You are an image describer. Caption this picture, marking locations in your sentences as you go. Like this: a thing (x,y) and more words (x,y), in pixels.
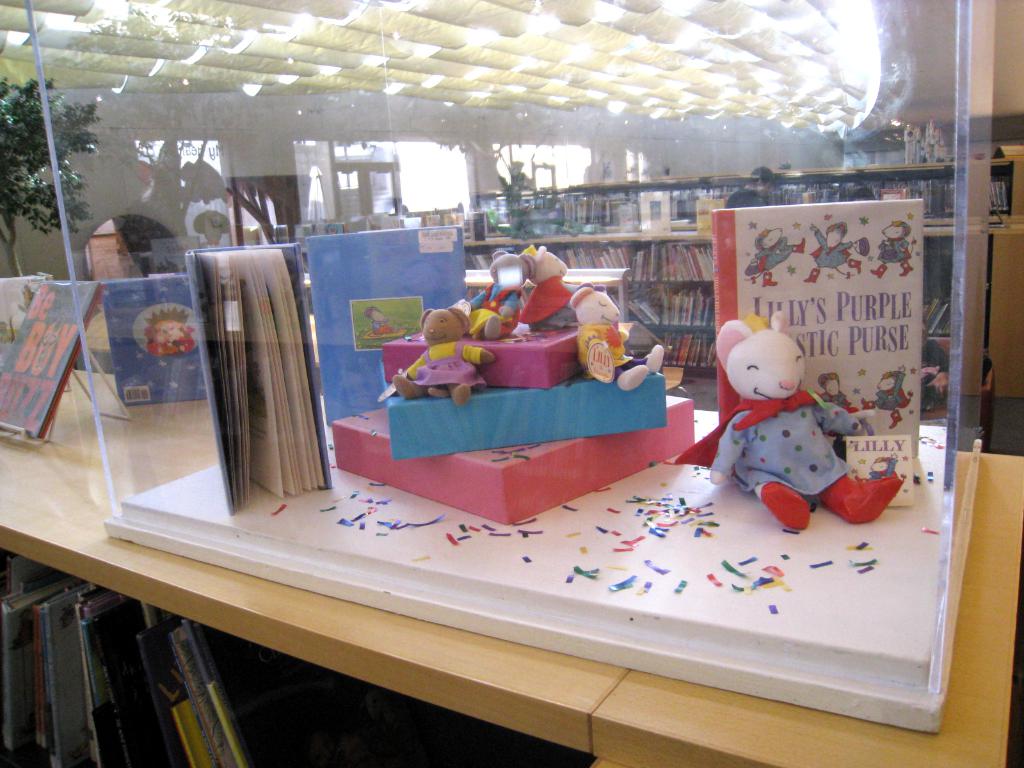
In the image there is a table (225,610) and books (12,289) placed on the table (56,498). In the background (874,184) there is a bookshelf (997,303). We can also see some toys (714,473) and a glass box (900,544) which is placed on the table (418,667). On the left (25,159) there is a tree (37,179).
